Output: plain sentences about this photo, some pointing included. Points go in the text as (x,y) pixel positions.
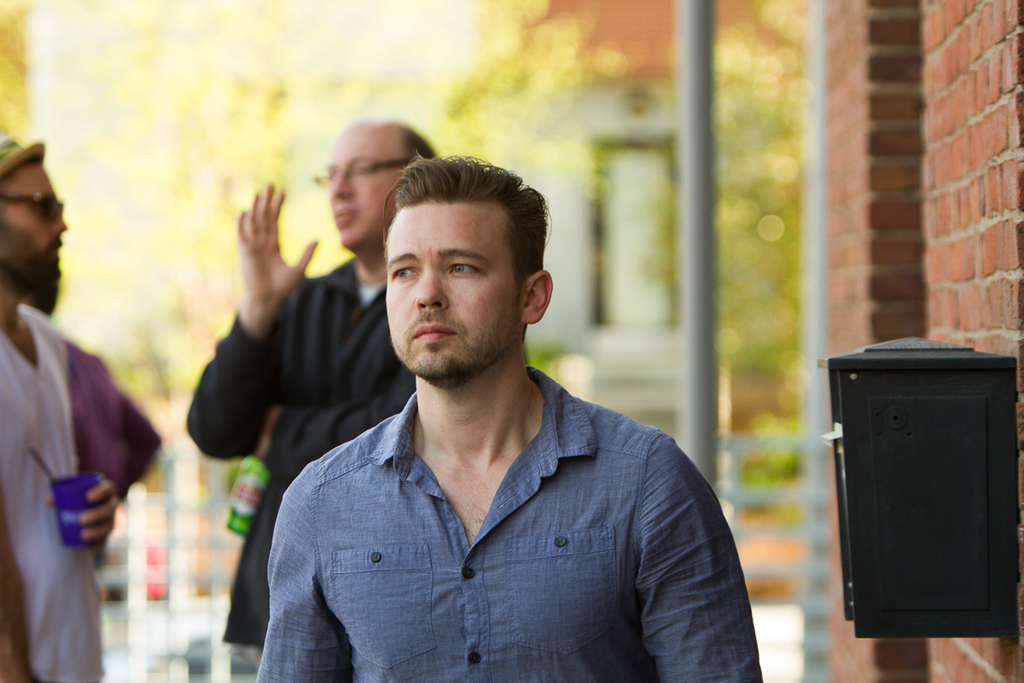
On the right side (853,432), I can see a box (929,387) which is attached to the wall (966,137) and also there is a pole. On the left side (296,441), I can see three men (240,365) are standing. The man (49,429) who is on the left side (67,512) is holding a glass (70,503) in the hand (109,505) and looking at the other man (282,377) who is speaking. The background (531,96) is blurred.
